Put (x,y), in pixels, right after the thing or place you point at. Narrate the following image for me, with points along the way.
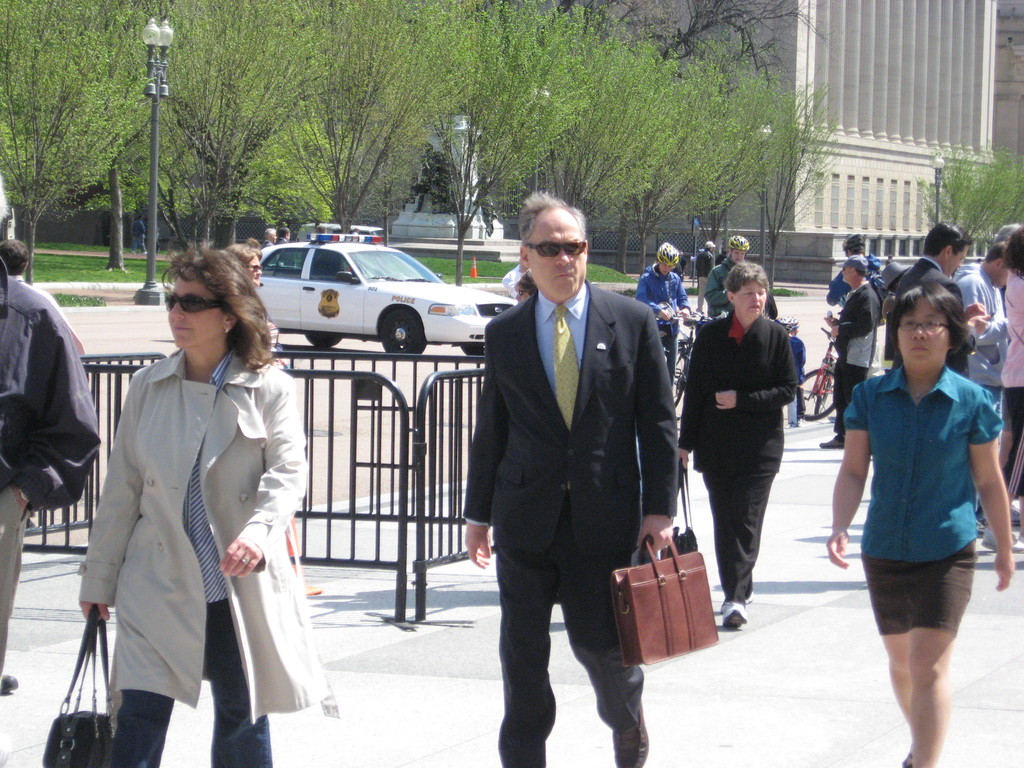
In the middle of the image (511,274) few people (734,271) are walking and few people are holding bicycles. Behind them there is fencing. Behind the fencing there is a vehicle (406,350) on the road (76,316). At the top of the image (597,11) there are some poles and trees (182,15) and buildings (797,273) and there is grass (596,273).
